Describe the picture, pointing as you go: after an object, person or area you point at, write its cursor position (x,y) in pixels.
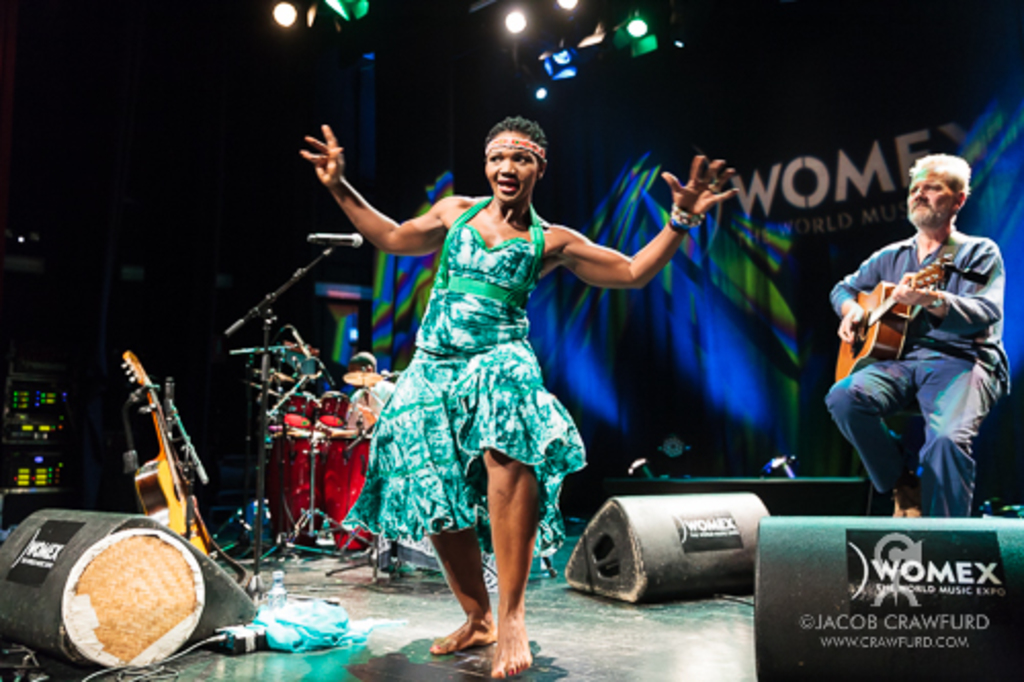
This person (952,385) sitting and playing guitar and this person (514,370) dancing. There is a microphone (343,238) with stand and we can see guitar (151,499), electrical device (126,521), cables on the stage (287,581). On the background (699,287) there is a person (356,357) playing musical instrument (292,404), banner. On the top (639,42) we can see lights (637,23).
